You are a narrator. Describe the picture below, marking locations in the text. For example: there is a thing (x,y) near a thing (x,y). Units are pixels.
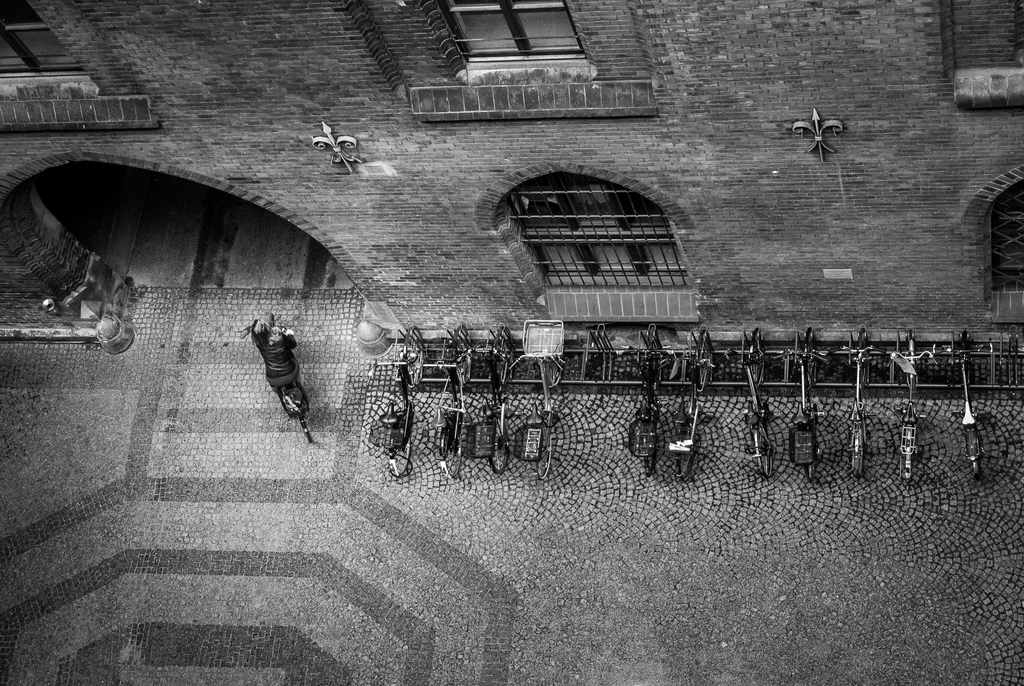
In the center of the image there is a person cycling on the road (229,536). Beside her there are a few other cycles (858,433). In the background of the image (378,96) there is a building (462,136). There are glass windows (577,188).
